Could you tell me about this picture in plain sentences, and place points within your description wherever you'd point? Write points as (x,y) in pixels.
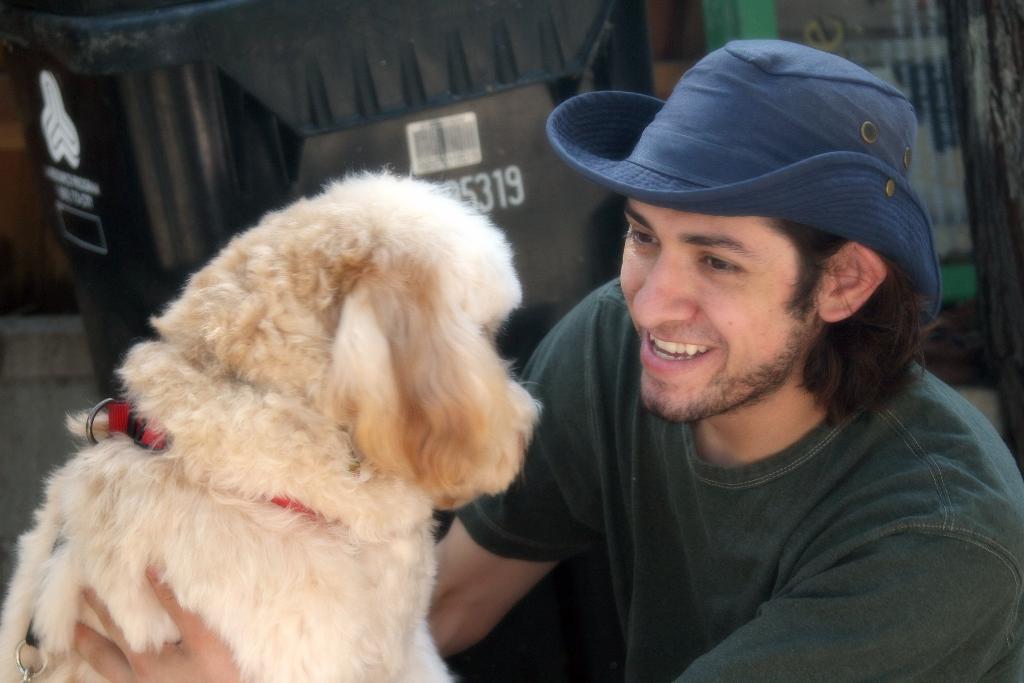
In the picture we can see a man (620,360) smiling and catching a dog (410,347), he is wearing a hat (722,179) which is blue in colour. In the background (72,116) we can see a trash bin (77,97).
